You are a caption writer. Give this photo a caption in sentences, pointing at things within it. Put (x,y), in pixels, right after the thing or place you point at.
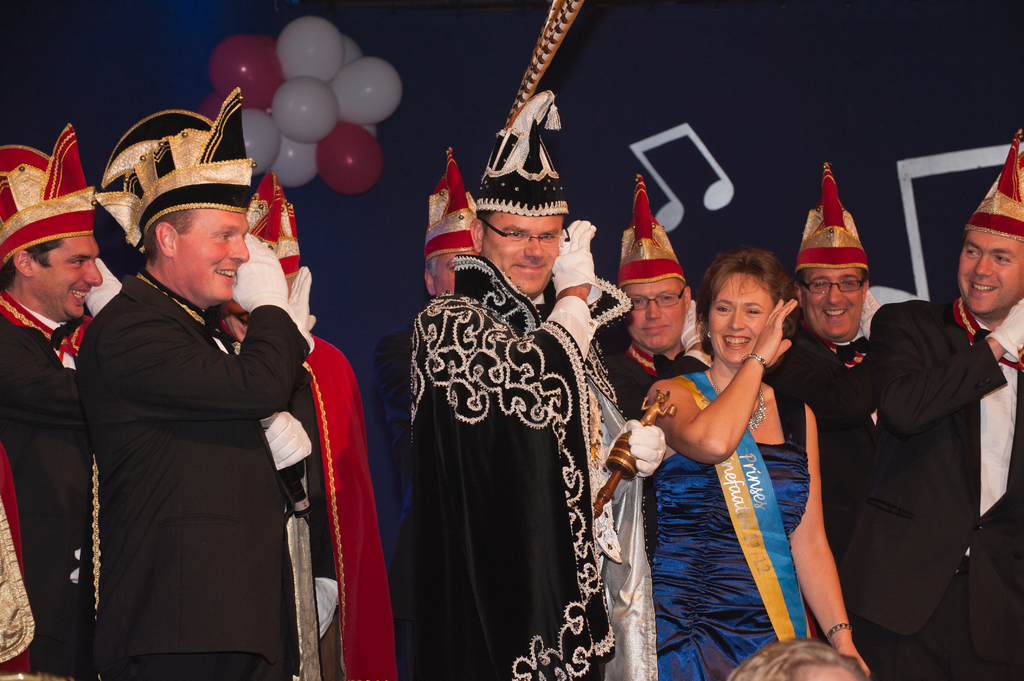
Here we can see few persons (742,382) and they are smiling. In the background (332,101) we can see balloons (292,159).
